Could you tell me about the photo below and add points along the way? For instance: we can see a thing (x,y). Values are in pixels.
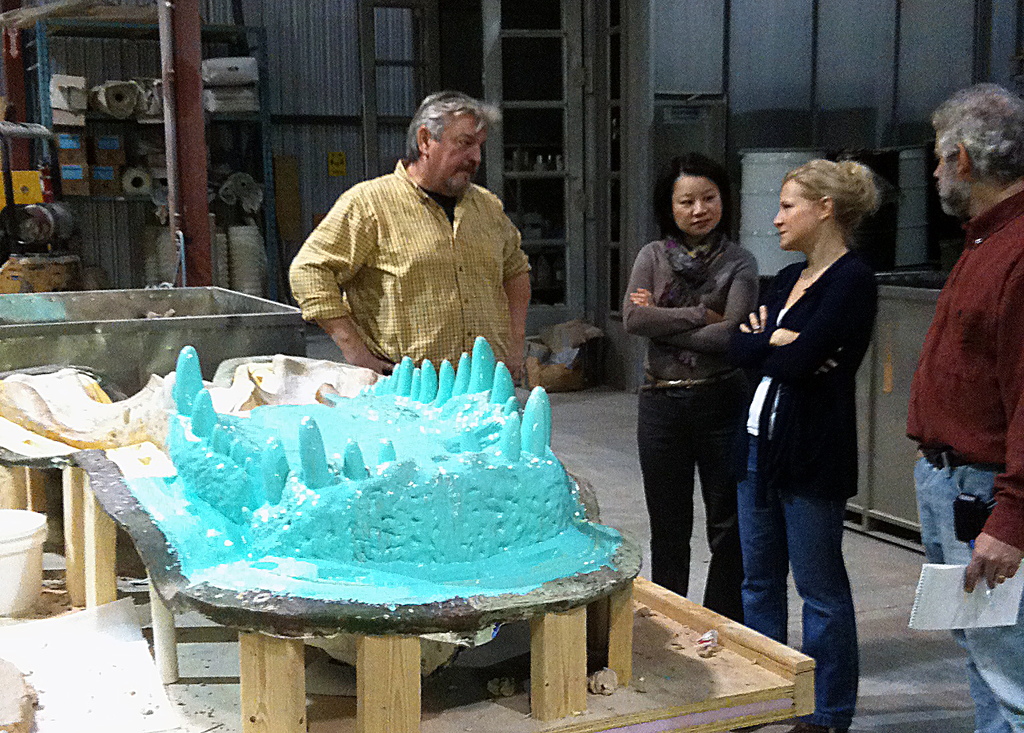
In this picture I can see few people (710,315) are standing and a man (974,426) holding a book (930,615) and a pen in his hand (971,579) and I can see few metal vessels (871,384) and a machine (38,270) on the back (54,351) and I can see few bags (209,101) in the metal rack (90,22) and I can see a bucket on the table (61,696).
